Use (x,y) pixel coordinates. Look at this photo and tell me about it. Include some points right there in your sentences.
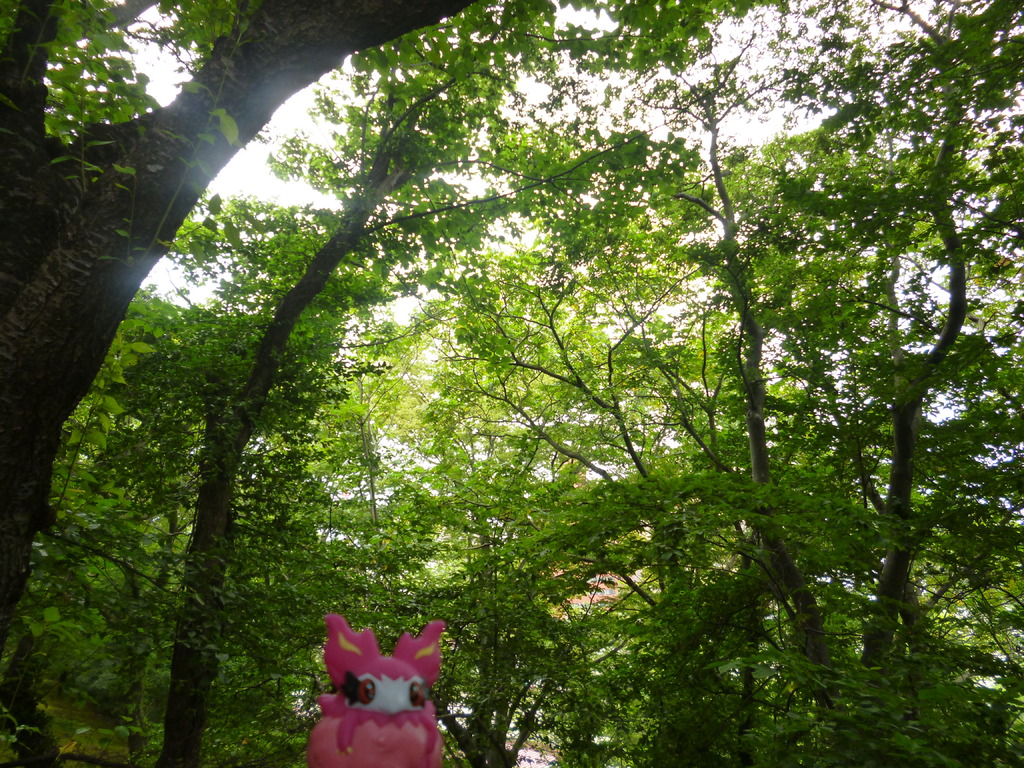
In this image I can see many trees (432,234). At the bottom (362,706) there is a pink color toy (356,705).
